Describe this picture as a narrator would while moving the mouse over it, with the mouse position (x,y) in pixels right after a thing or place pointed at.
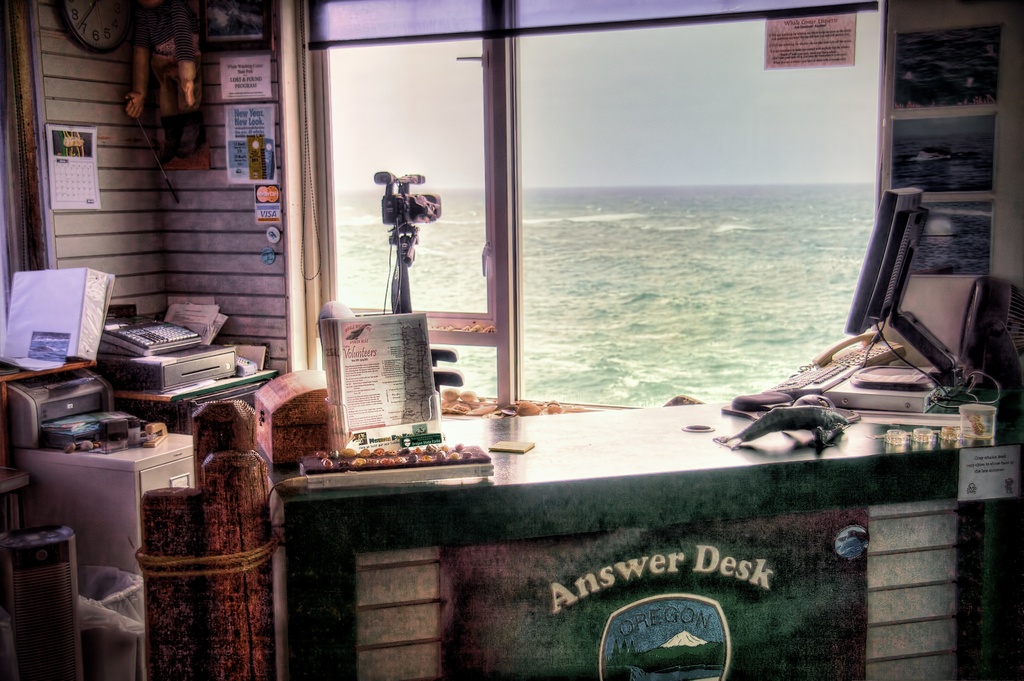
In this image in the front (401,446) there is a desk (568,468) with some text (654,569) written on it and on the desk (735,423) there objects (369,422) like there is a telephone (853,355), there are papers (403,359). On the left (93,390) there is a printer (72,403) and there is an object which is black in colour and there is a window (475,293). Behind the window (528,256), in the background (663,238) there is an ocean (723,229) and there are posters (231,94) on the wall (219,130) and there is a clock (98,11).
